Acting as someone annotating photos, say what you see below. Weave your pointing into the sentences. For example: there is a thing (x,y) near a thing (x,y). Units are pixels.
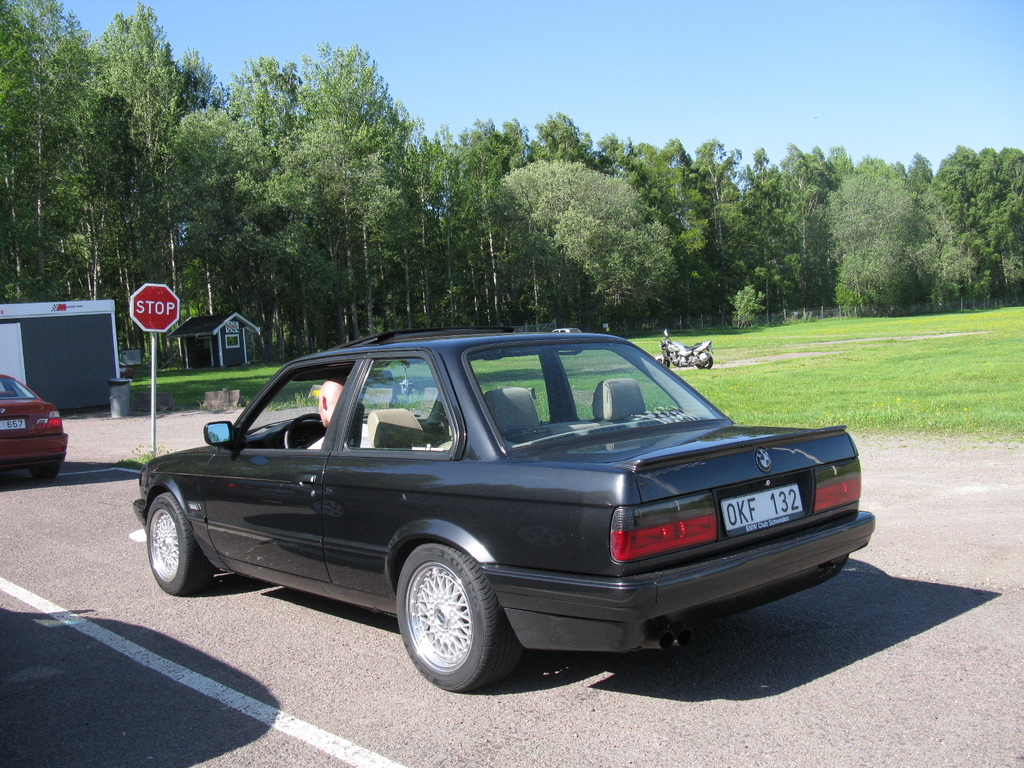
In this image I see 2 cars (526,404) which are of black and red in color and I see a person (331,387) over here who is sitting and I see the road (117,450) and I see a sign board (136,314) over here and I see a motorcycle (676,343) over here and I see the green grass (724,338). In the background (37,135) I see number of trees (473,264) and I see the clear sky (666,21) and I see a hut (237,331) over here.
